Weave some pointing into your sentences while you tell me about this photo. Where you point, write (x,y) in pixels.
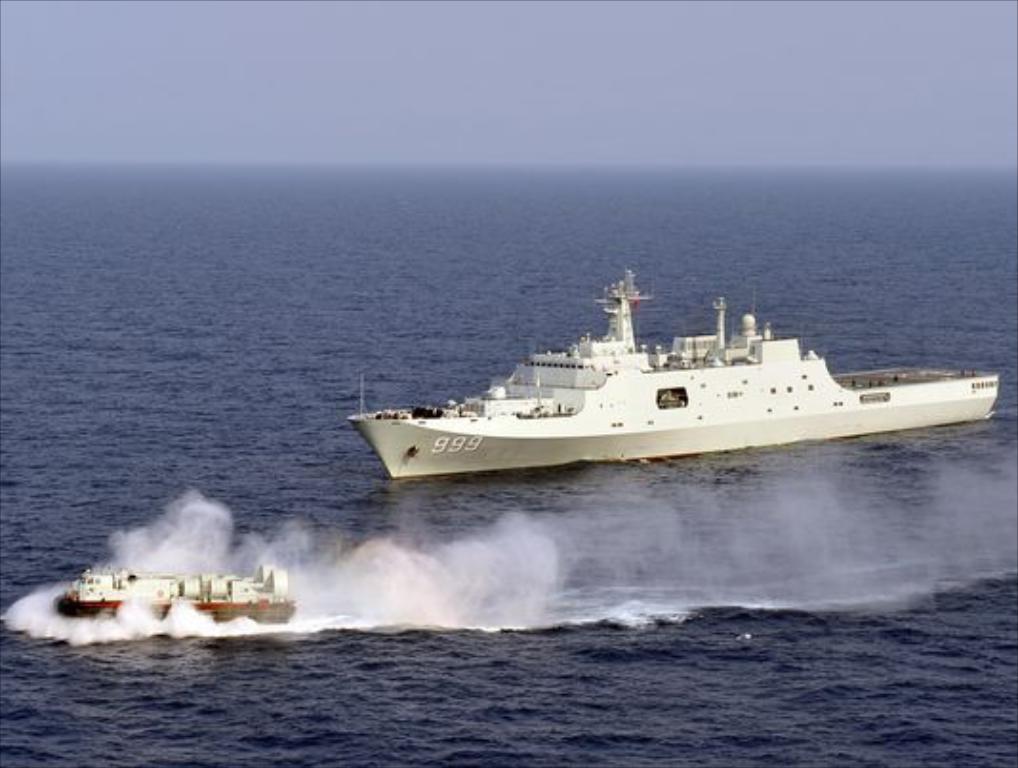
Here in this picture we can see a ship (517,398) and a boat (262,575) present in the water (92,535) and we can see the sky (831,157) is cloudy.
